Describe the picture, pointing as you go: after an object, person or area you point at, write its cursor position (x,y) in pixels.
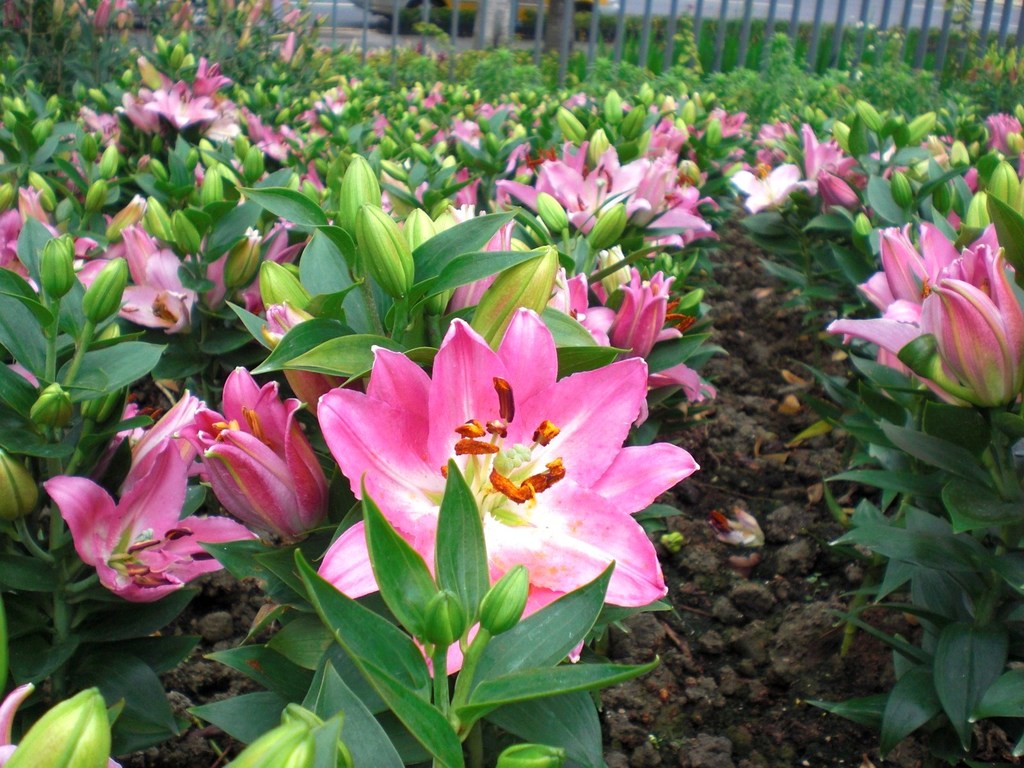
This picture consists of a garden (734,172), in the garden (279,90) I can see plants (890,134) and flowers (494,518) and buds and fence (480,21) visible at the top (845,17).
